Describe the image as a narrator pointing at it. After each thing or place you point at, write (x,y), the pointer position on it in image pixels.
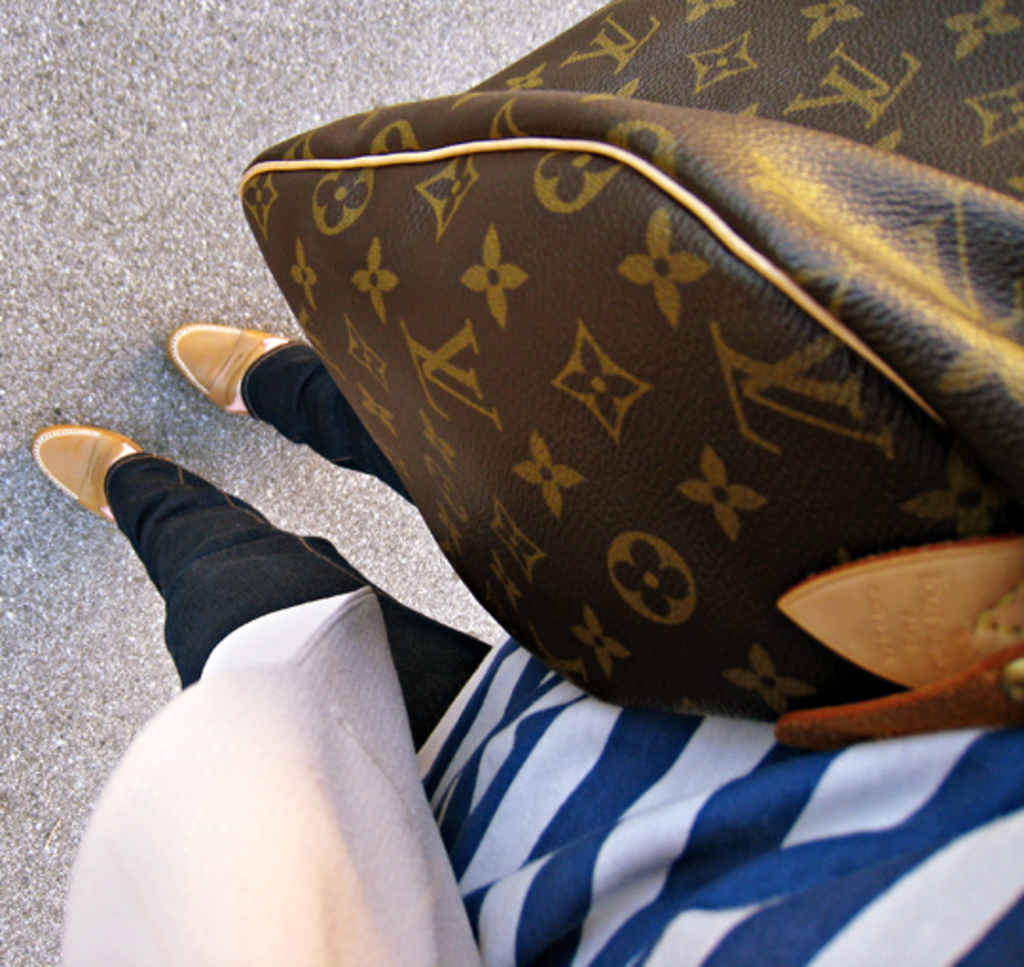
In this image I can see a woman (533,672) is standing, on the right side (840,426) it is the hand bag (812,425). This person (521,713) wore blue and white color t-shirt (690,837), black color trouser (274,584) and gold color shoes (238,370).
